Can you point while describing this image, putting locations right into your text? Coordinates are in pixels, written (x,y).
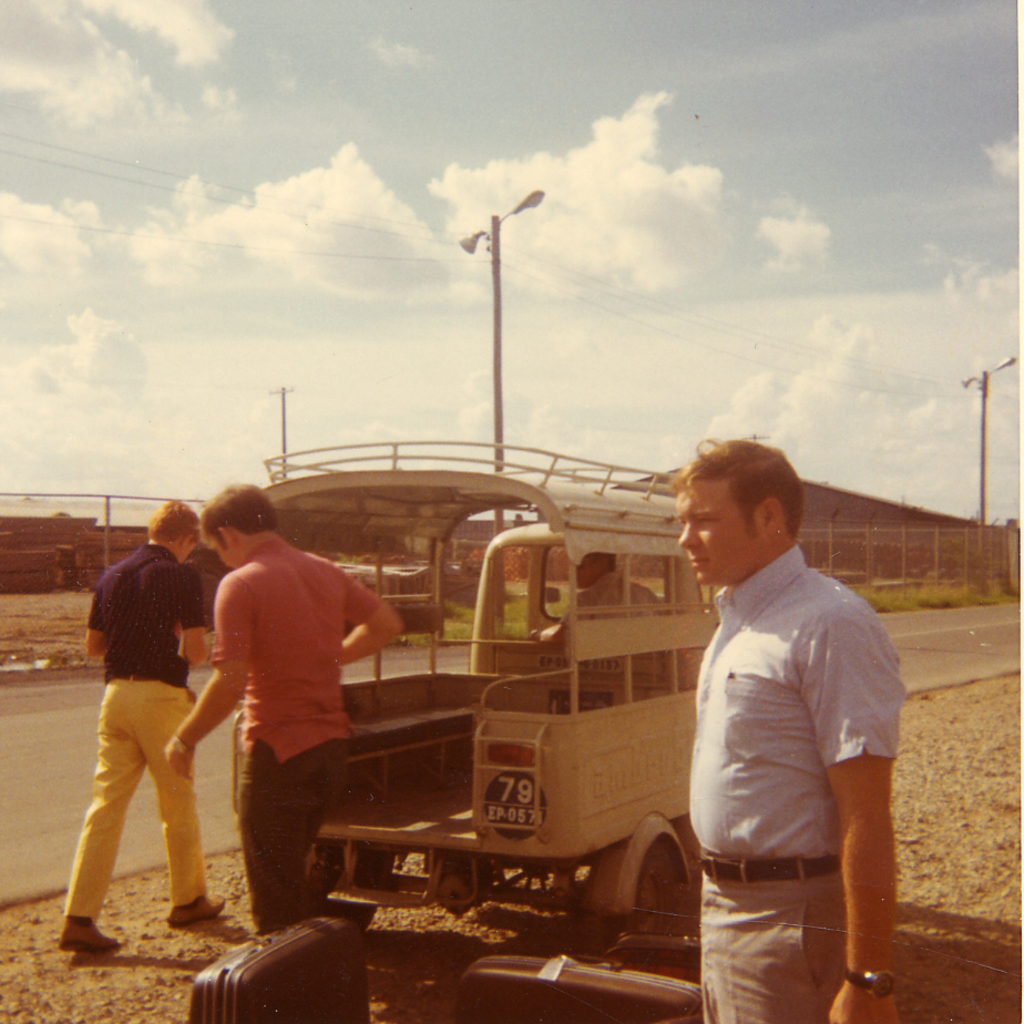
There are people (356,620), a vehicle (534,741) and suitcases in the foreground area of the image (534,550), there are poles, boundary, it seems like sheds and the sky (502,339) in the background (615,329).
